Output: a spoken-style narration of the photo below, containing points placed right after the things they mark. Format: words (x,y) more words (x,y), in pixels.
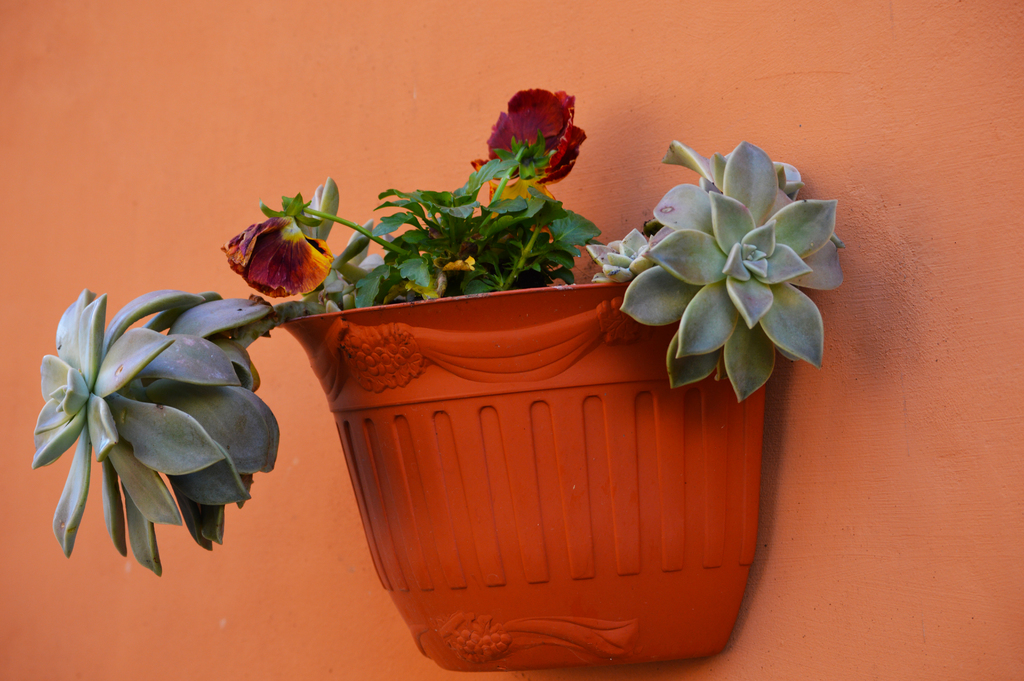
In this picture we can see a flower pot (573,449) and a plant (531,254) here, in the background (383,135) there is a wall (370,123).
